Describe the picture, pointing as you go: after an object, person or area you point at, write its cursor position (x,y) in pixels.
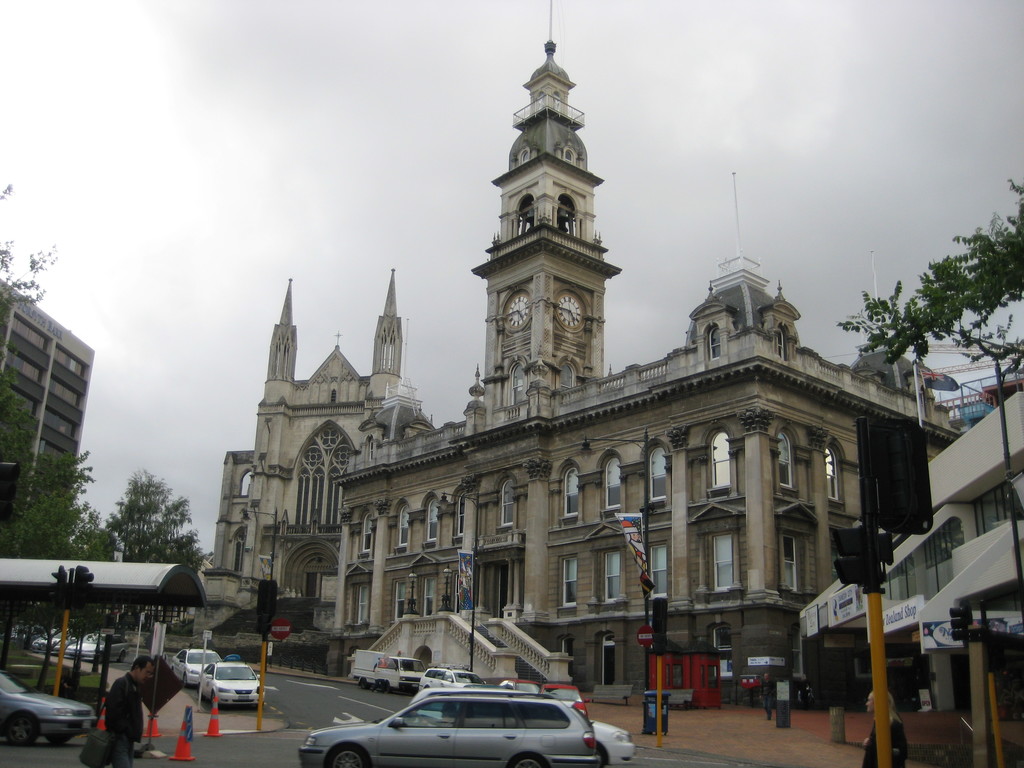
There is a building (564,486) which has a clock tower (594,374) on it and there are few vehicles (439,702) in front of it and there are trees (96,528) in the left corner (91,529).
